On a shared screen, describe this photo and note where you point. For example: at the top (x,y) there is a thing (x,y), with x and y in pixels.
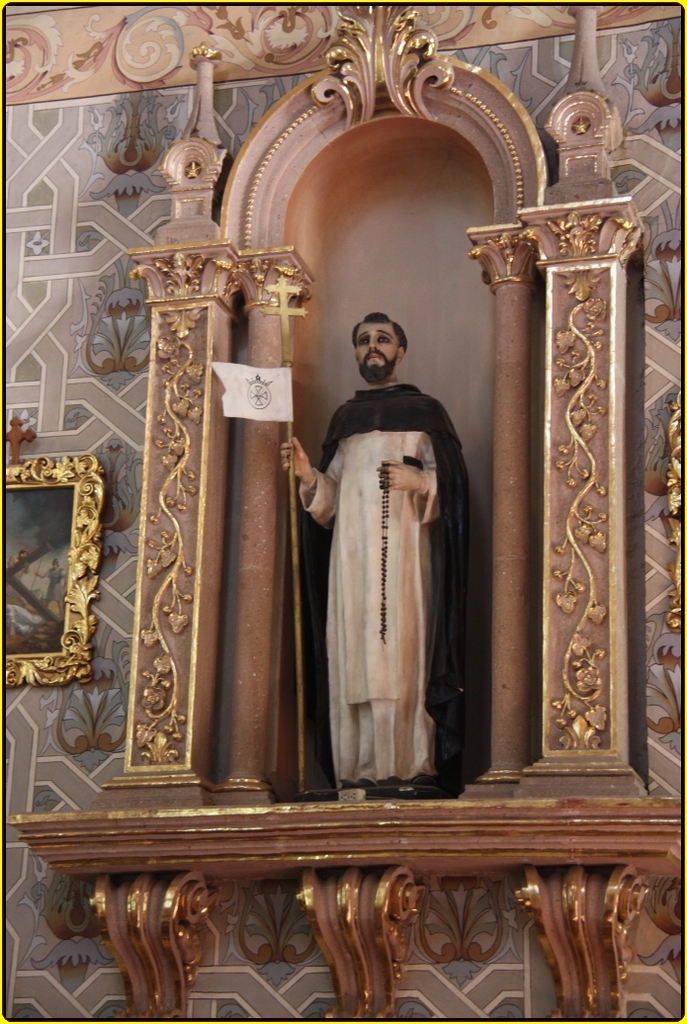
In this image I can see a person statue (351,504) and holding something. I can see few frames (91,540) attached to the colorful wall (76,232).
